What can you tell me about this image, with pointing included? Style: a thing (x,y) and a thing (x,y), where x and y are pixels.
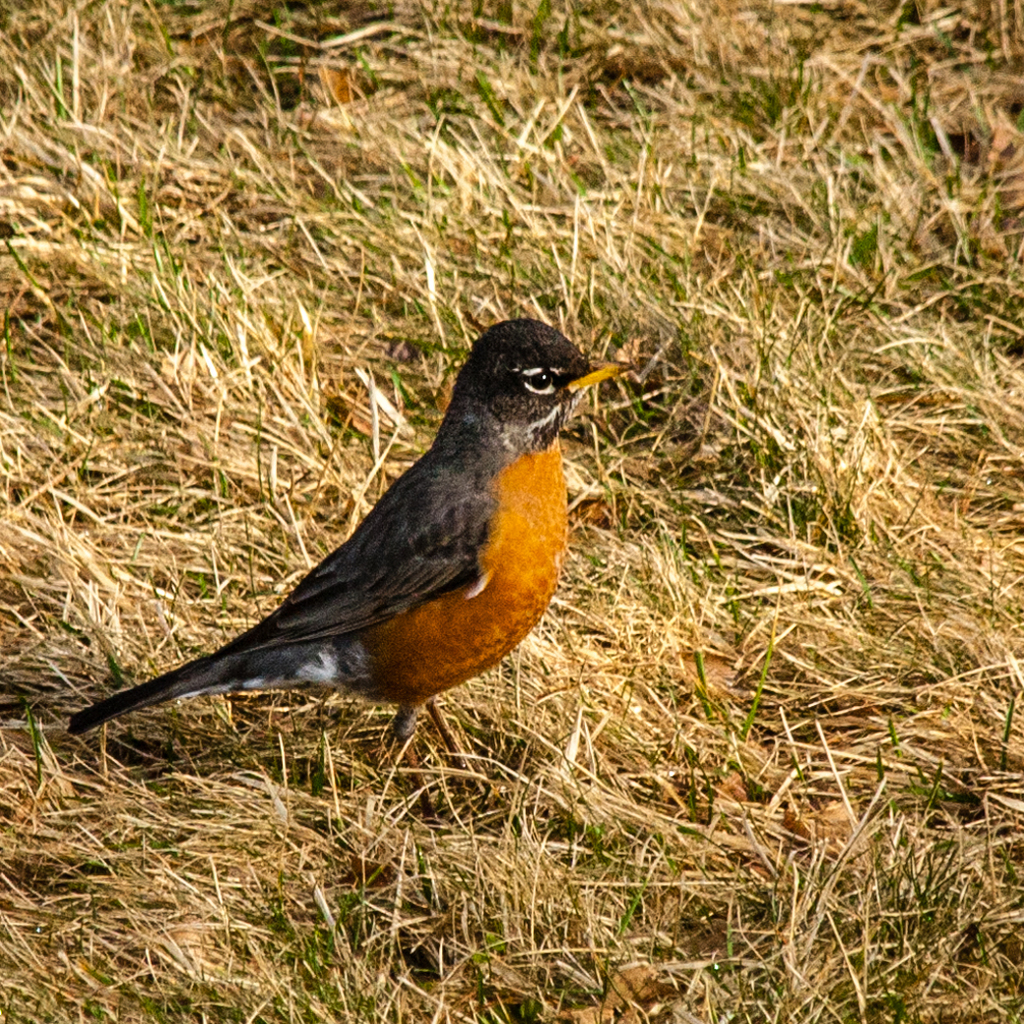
In this image I can see a bird (472,642) is standing on the dried grass (503,801), it is in black and brown color.
